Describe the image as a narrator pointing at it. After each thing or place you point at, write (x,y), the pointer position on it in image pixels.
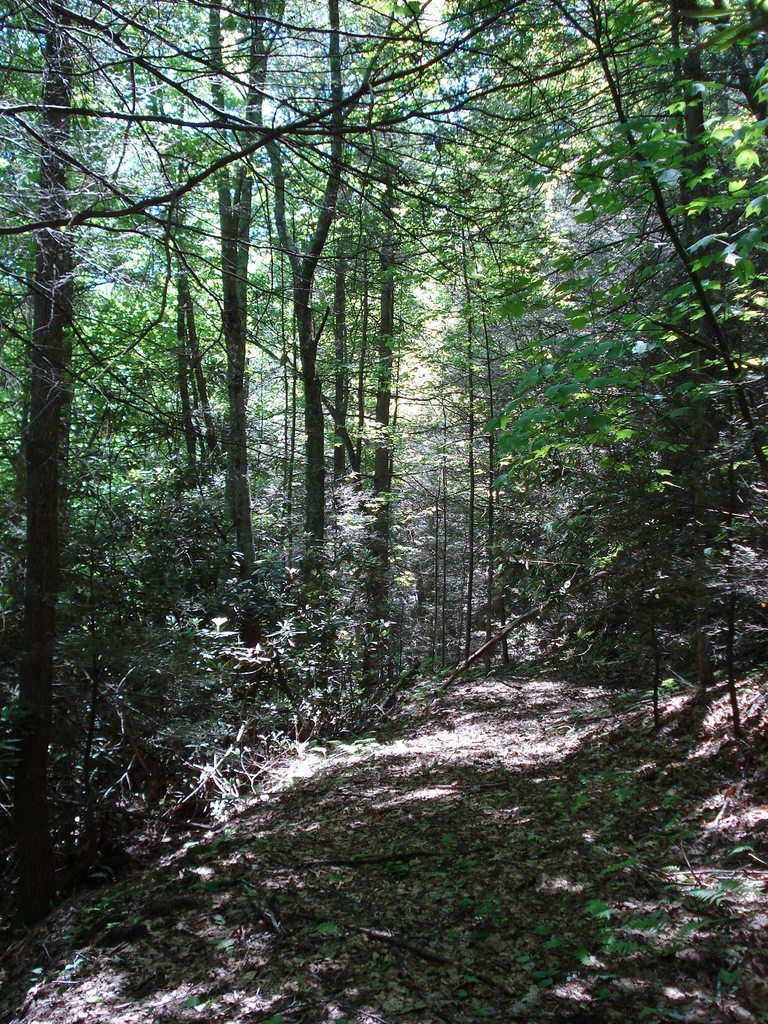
In this picture we can see a few dry leaves (336,866) on the path (317,856). There are a few trees (297,479) visible in the background (259,450).
